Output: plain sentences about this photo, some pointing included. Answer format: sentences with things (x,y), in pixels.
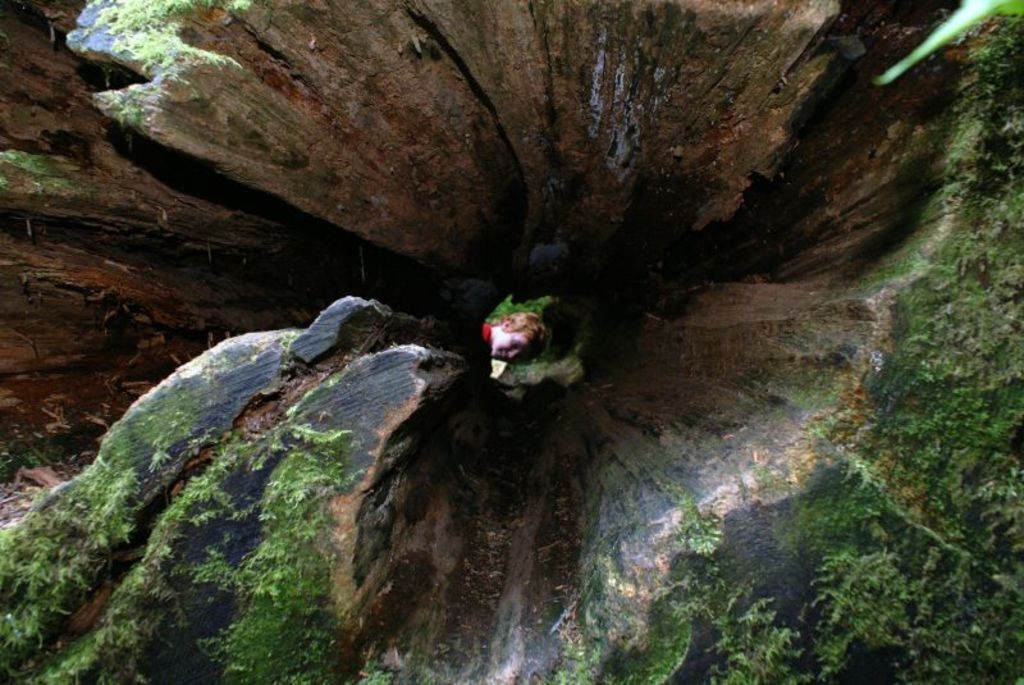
In this picture I can observe tree trunk (651,247). There's a hole (598,291) in the middle of the picture (548,325). In the hole (459,330) I can observe a human face (513,330).
